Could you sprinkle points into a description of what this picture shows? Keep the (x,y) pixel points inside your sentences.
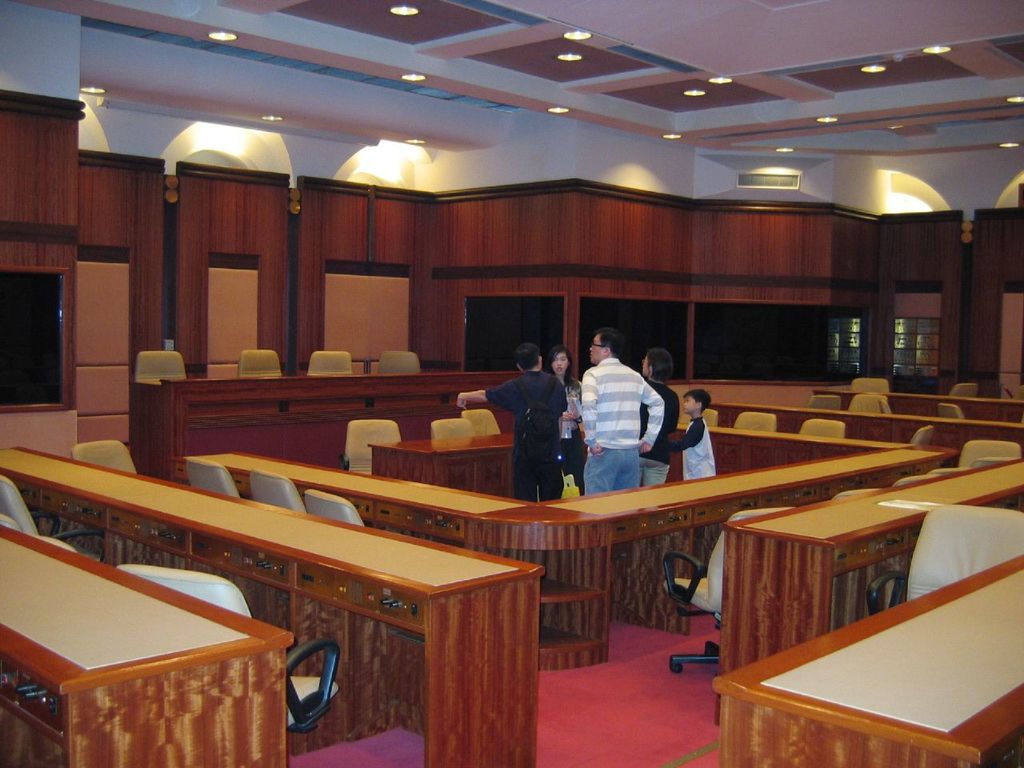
In this image i can see few people (605,445) standing in the middle of the conference hall (687,343). I can see few chairs (341,499) in front of few desks (408,547). In the background (687,346) i can see the wall (624,236), the ceiling (648,116), the ac vent (746,178) and few lights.
